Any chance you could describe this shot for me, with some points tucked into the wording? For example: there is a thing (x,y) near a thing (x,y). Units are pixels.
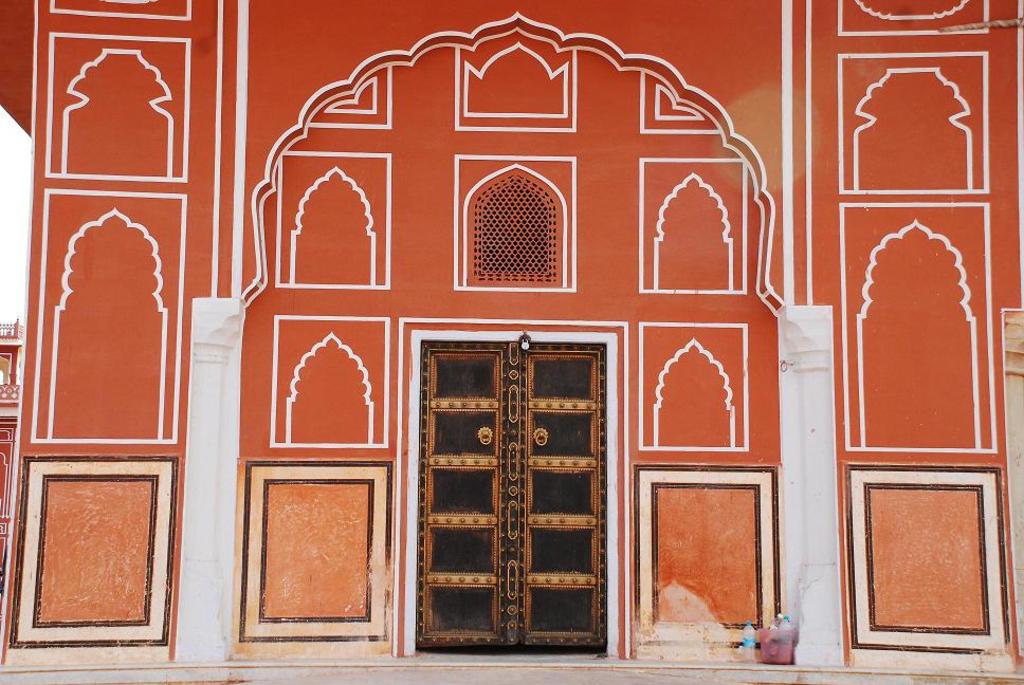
This image is taken outdoors. In this image there is a wall (124,287) with a painting (848,521) and a door (580,433). At the bottom of the image (855,679) there is a floor (529,671) and there are a few bottles (744,644) on the floor (822,669).
